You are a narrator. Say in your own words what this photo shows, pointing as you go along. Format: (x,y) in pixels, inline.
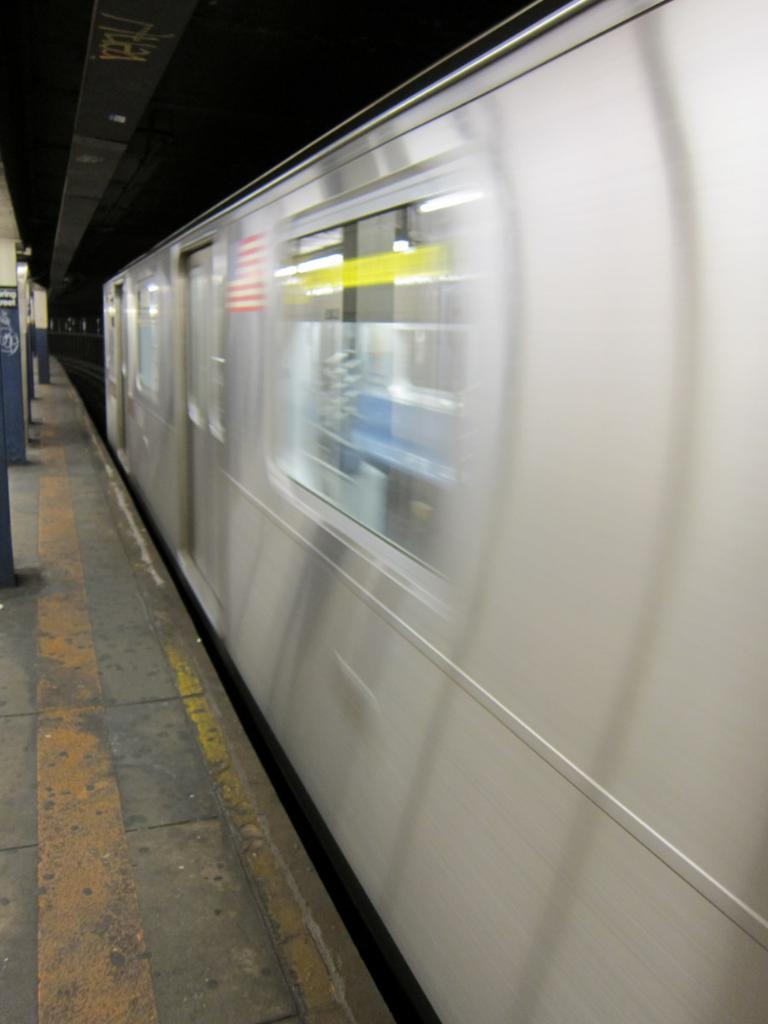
In the right side (645,346) a train (574,446) is moving, It is in white color, in the left side (42,678) it is a platform (164,748).
